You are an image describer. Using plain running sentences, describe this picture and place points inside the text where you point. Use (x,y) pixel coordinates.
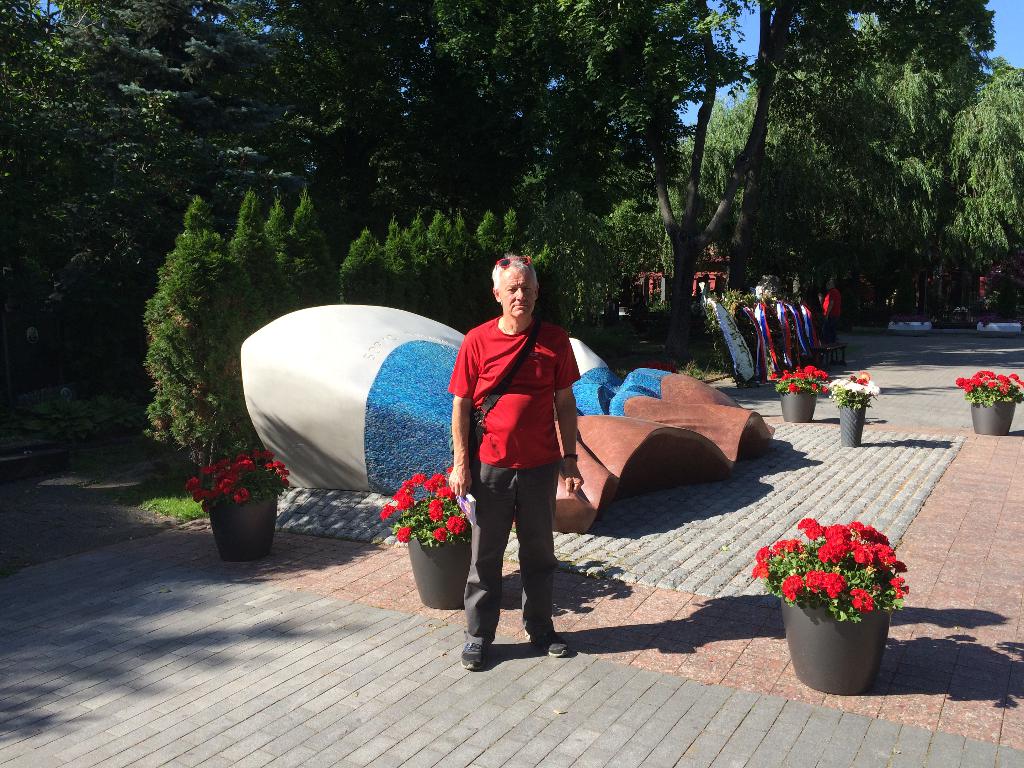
In this image in the center (497,380) there is one person (480,525) who is standing and at the bottom (800,673) there are some flower pots (411,552), plants (855,619), flowers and some boards (789,302), in the background (322,164) there are a group of trees (459,114).
